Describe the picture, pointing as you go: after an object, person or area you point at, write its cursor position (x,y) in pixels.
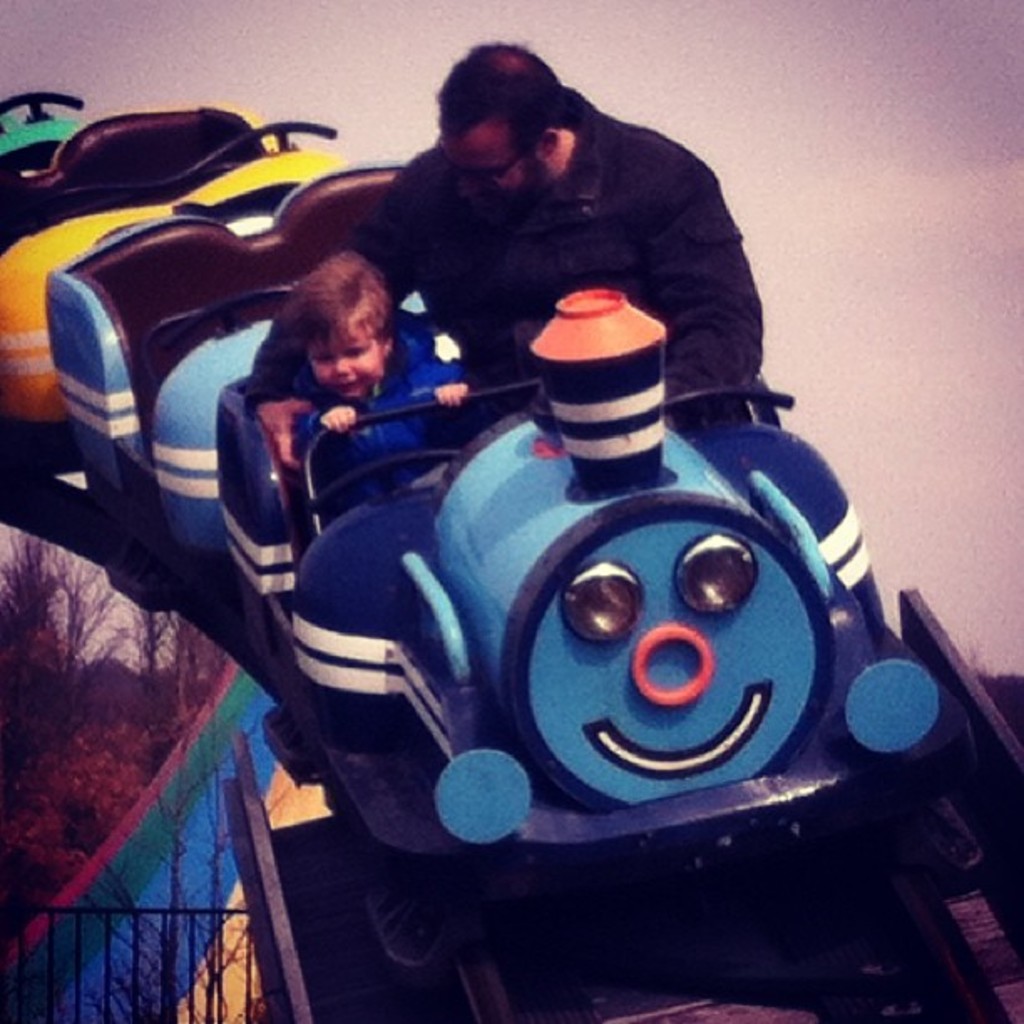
In this image we can see two persons (530,312) sitting on a ride (342,597). One person (525,284) is wearing spectacles (494,171) and a black jacket (640,225). In the background (110,957), we can see a metal barricade (50,971), group of trees (3,657) and the sky (908,308).
